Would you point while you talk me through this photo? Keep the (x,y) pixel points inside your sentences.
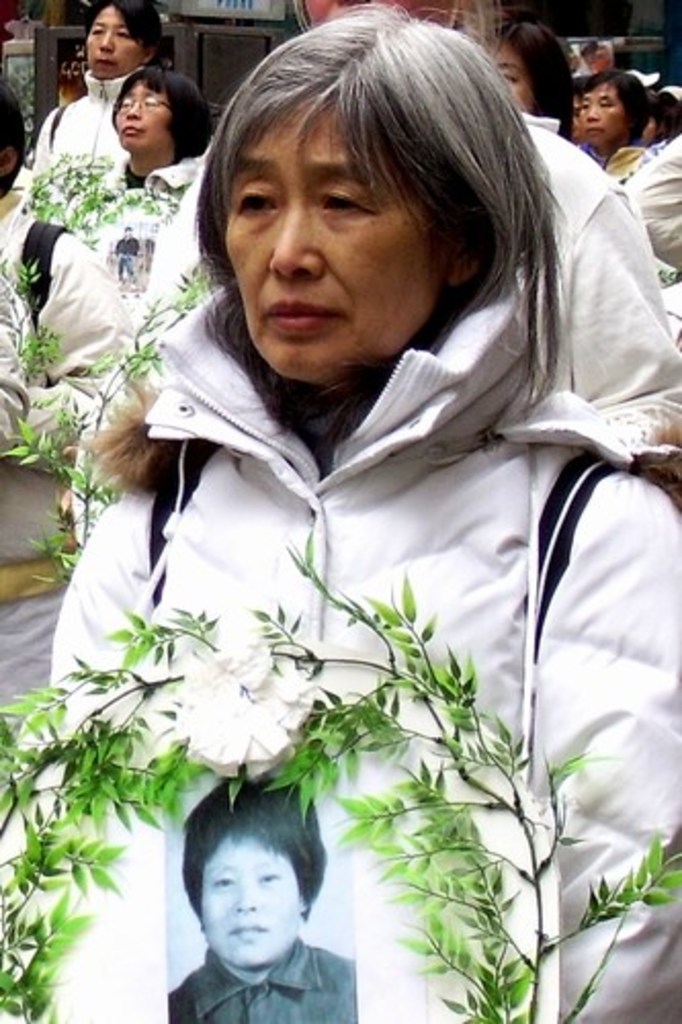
In the middle of this image (452,400), there is a woman (250,396) in a white color jacket (219,426), holding a photo frame (519,919) with a plant (98,801) which is having green color leaves (68,763). In the background (4,140), there are other persons (25,340).
